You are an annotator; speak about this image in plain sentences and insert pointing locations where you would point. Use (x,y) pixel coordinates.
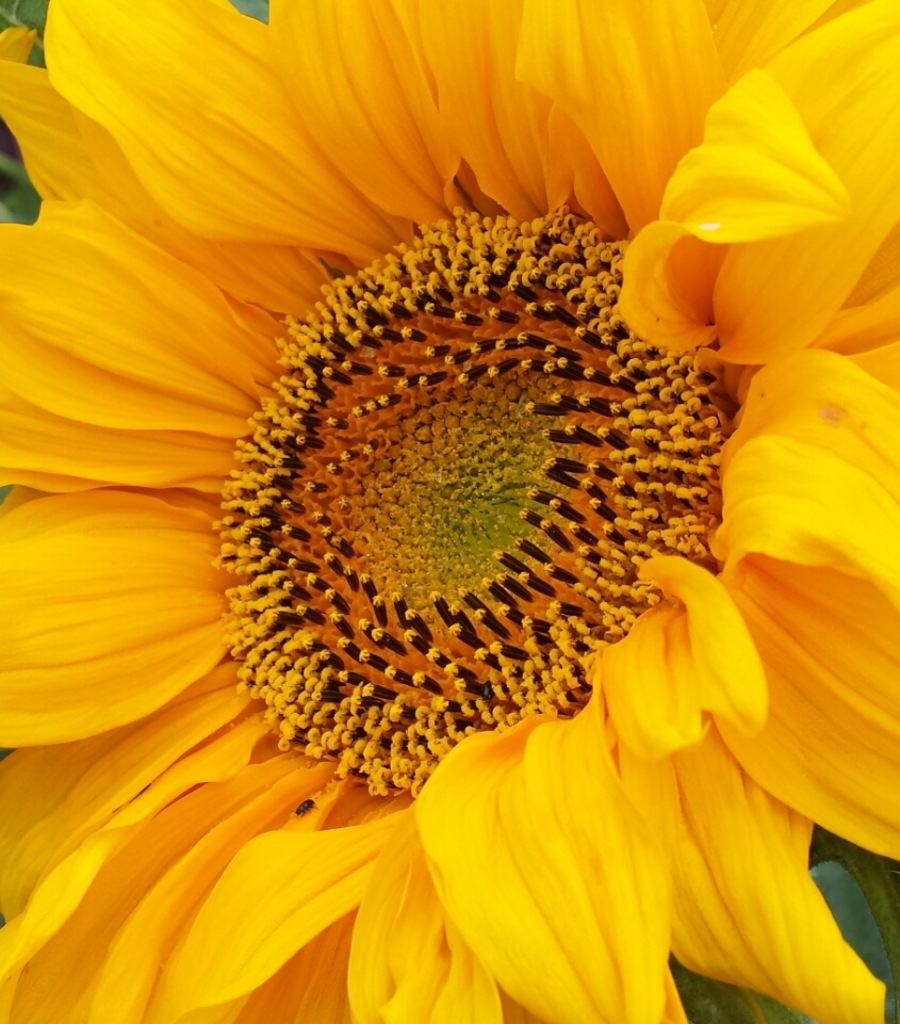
In this picture I can observe yellow color flower (123,610). There are some buds (341,642) on the flower (319,549). These buds (418,632) are in yellow and black color.
